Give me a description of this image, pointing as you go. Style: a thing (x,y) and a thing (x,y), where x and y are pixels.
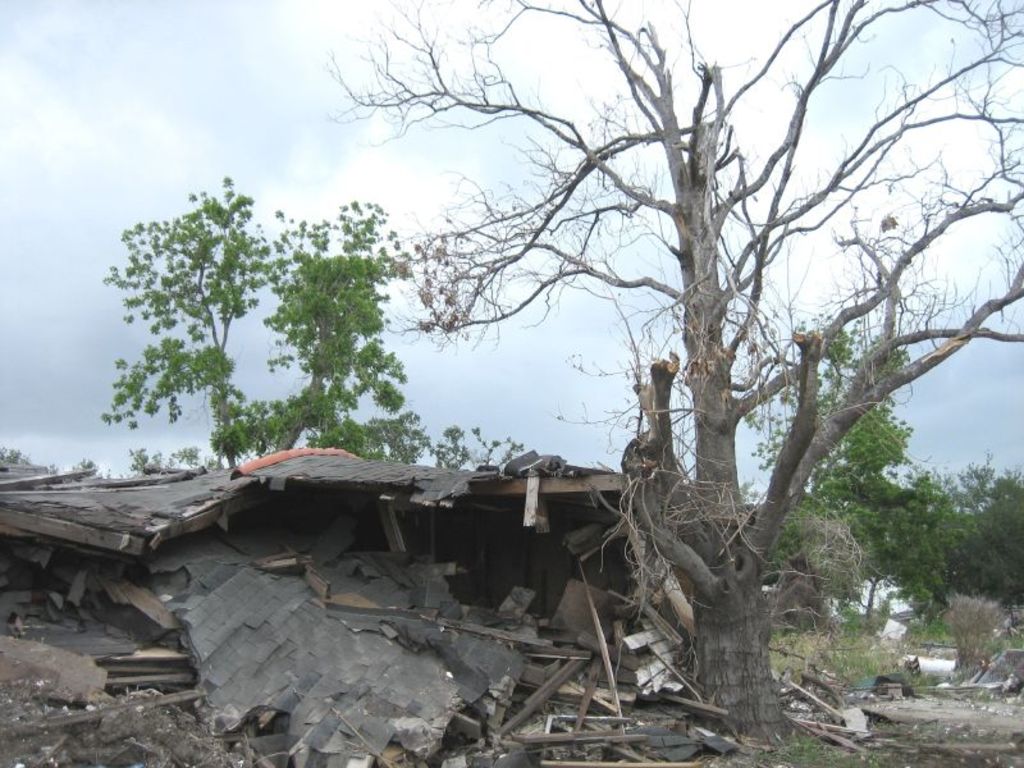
In this picture we can see a collapsed house (308,649) and behind the collapsed house (267,505) there are trees (891,499) and the sky (340,173).
